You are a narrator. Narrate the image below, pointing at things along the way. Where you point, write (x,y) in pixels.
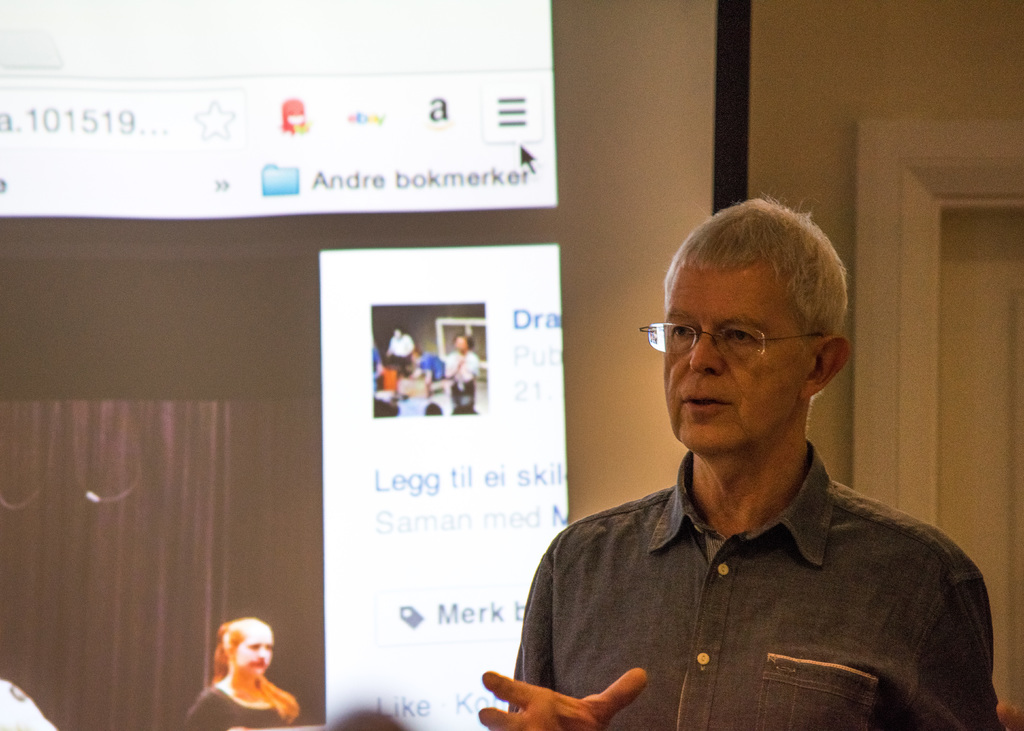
In this image, we can see a person (703,545) standing and wearing glasses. In the background (549,133), there is a screen (273,518) and we can see a door (929,272) and a wall (773,96).
